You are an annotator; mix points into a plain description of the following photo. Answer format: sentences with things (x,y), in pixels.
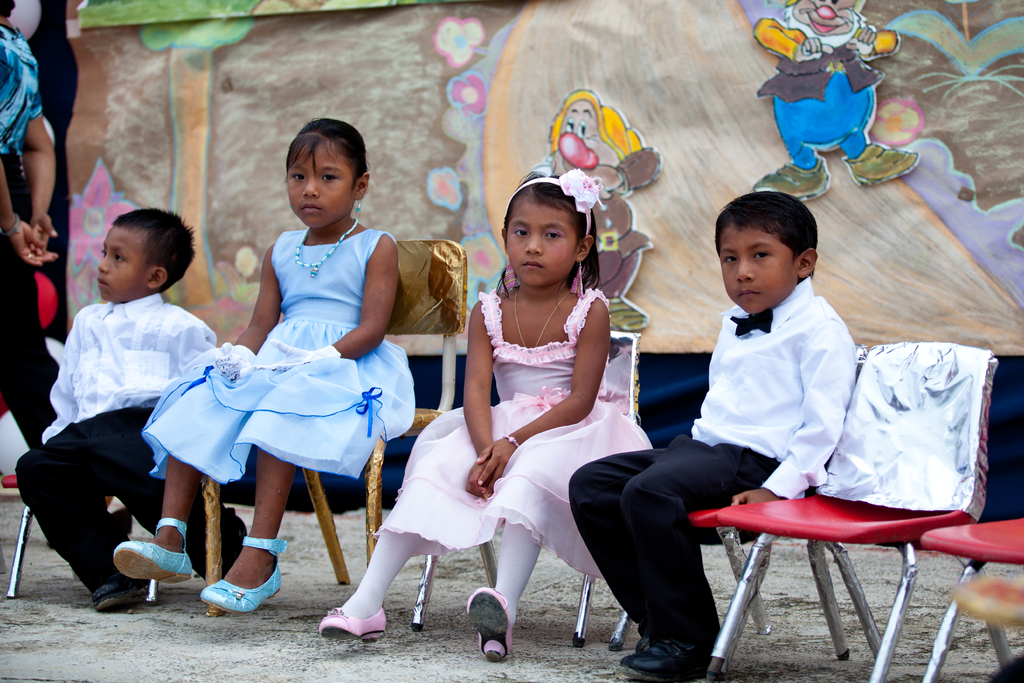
In this image there are four people (252,334) sitting on the chair (761,536). At the back (498,49) there is a painting (434,64) of a tree (180,116).
